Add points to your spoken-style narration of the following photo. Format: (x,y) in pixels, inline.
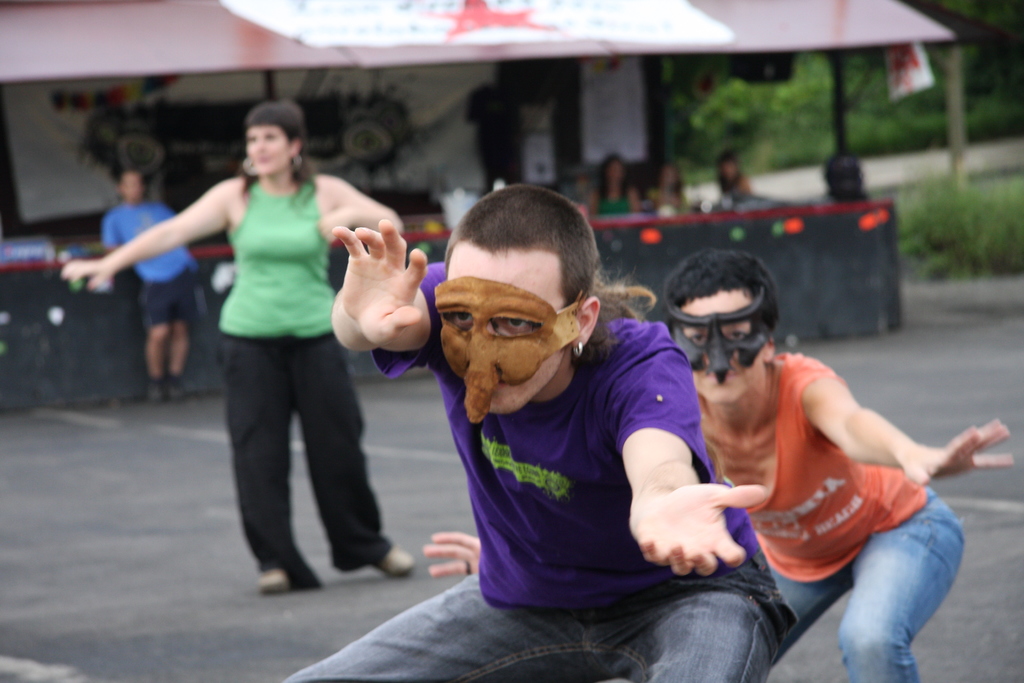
This picture is clicked outside and we can see the group of people (321,209). In the foreground (726,505) we can see the two persons (712,459) wearing t-shirts (792,360), face masks (755,344) and seems to be standing. On the left (270,200) we can see a woman (275,187) wearing green color t-shirt (262,275) and standing on the ground (388,517). In the background (786,156) we can see the tent (466,53), tables (849,207), group of people (149,261), plants (963,196) and some other objects (7,252).
